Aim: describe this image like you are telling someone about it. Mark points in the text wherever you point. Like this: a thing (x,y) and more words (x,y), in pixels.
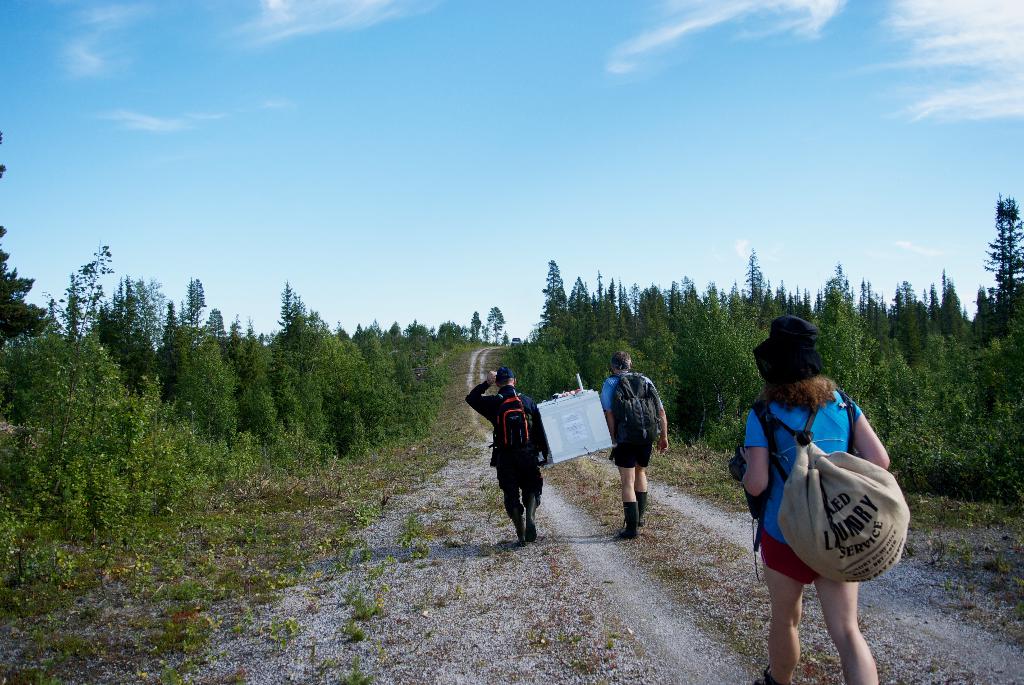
This is a image of a woman (779,673) who is walking in the way (566,573) by wearing a backpack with black color hat (802,359) and there are 2 man (522,454) who are holding a white box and they are walking with backpacks (518,439) and at the back ground (405,425) there are trees (1018,382), plants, car (520,339) and a sky (529,170) with clouds (1015,52).
